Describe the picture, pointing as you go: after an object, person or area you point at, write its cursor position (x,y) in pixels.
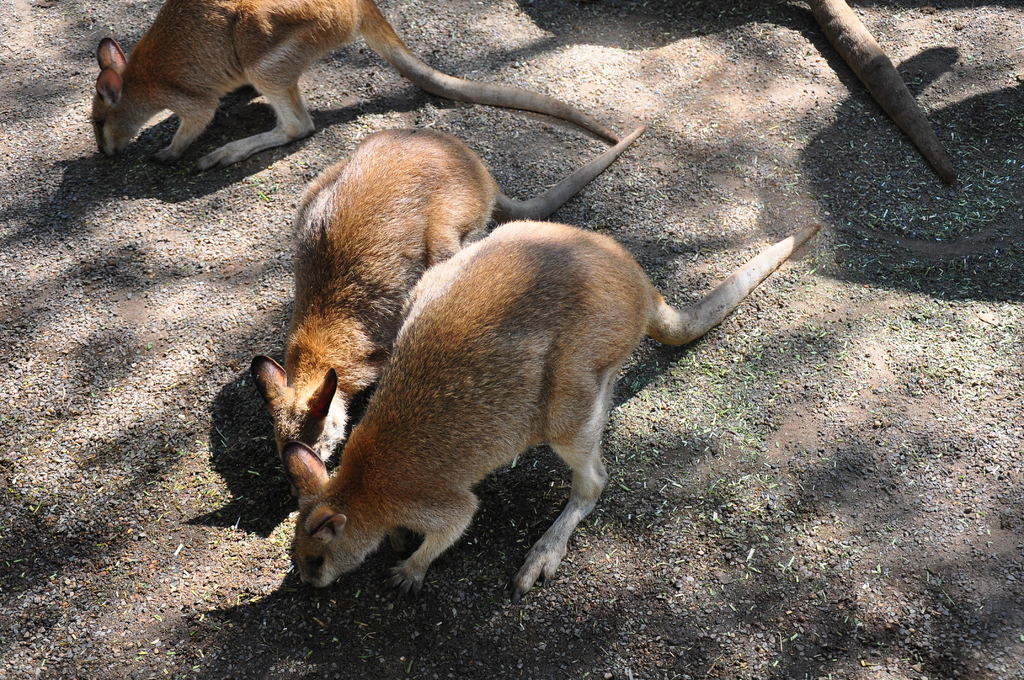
In this picture there are animals (360,284). At the bottom (923,501) there is ground (158,596).
